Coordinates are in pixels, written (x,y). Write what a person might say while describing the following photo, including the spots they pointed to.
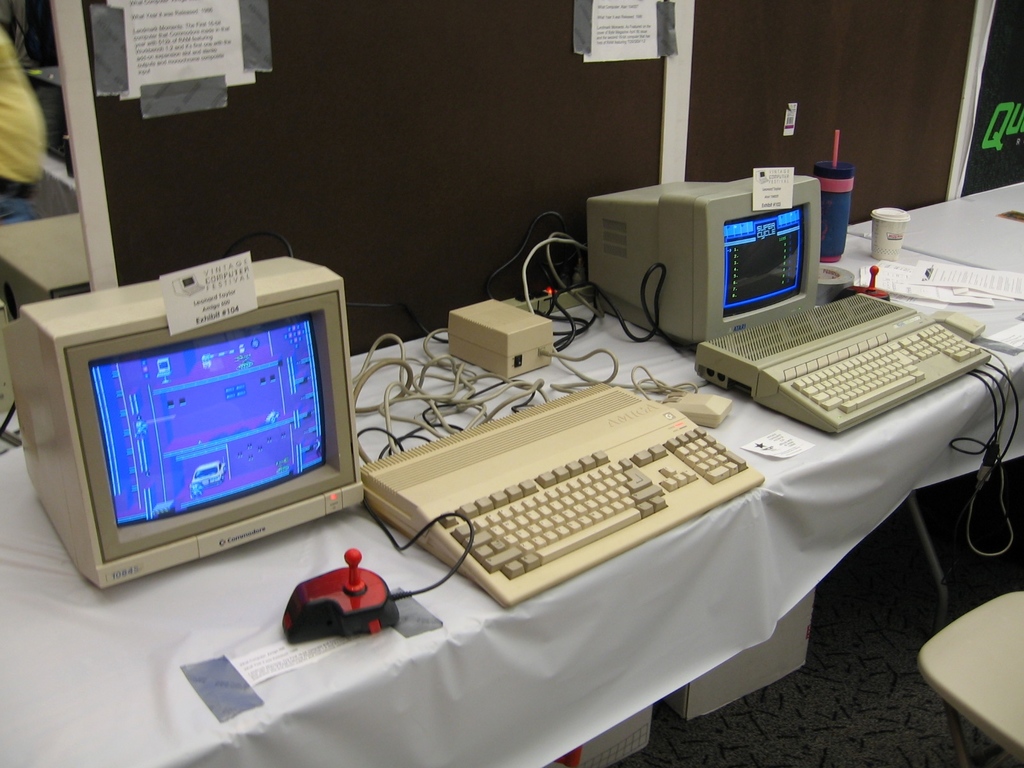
In this image we can see there are monitors (329,513), keyboards (493,490), mouse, cables (543,385) and some other objects (931,265) placed on the table (761,516) and there is a chair (976,628), in front of the table (335,543) there are few papers (187,71) attached to the wooden wall (286,189), beside that there is a person (15,161).
